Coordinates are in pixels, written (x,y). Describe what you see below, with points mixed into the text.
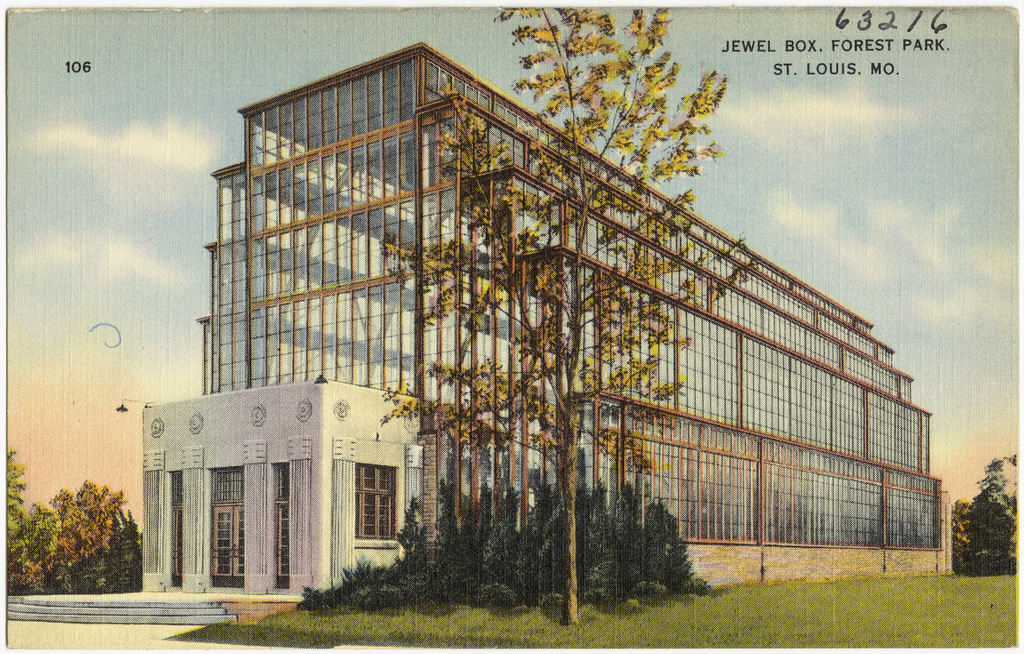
This image is a painting. In this image we can see buildings (463,344). At the bottom (632,552) there are trees (551,545). In the background (980,356) there is sky (90,100).
